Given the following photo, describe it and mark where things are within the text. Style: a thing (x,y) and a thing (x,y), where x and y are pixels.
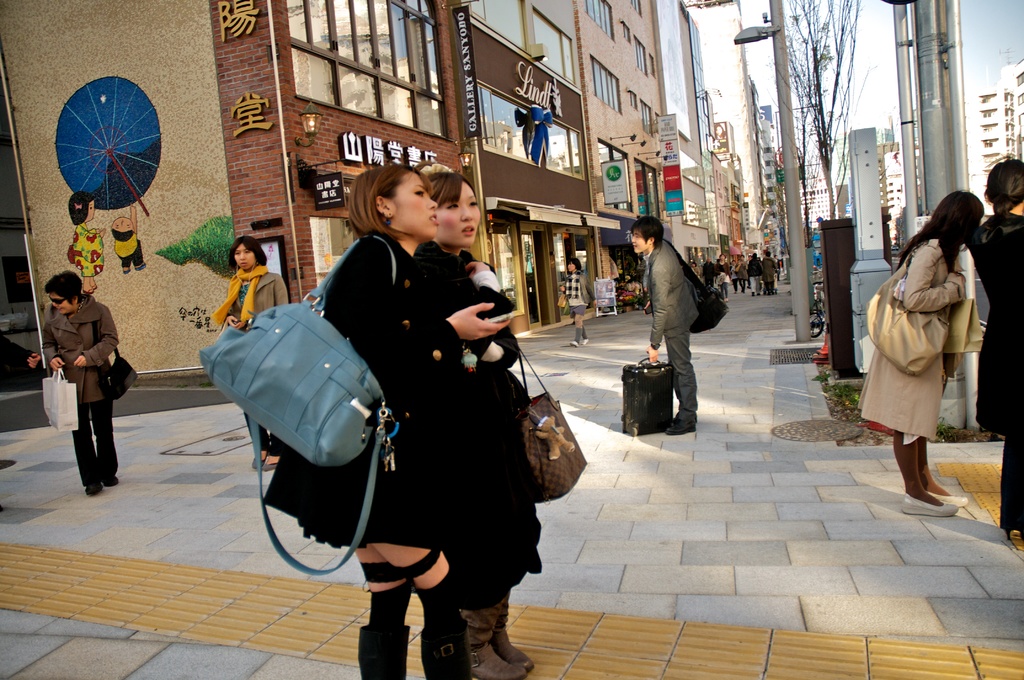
In this picture I can see few buildings (731,160) and trees (811,175) and few people (572,268) walking and few (914,383) are standing and few of them wore handbags (281,368) and I can see text (376,156) on the walls (428,144) of the building (515,104) and few boards (677,167) with some text (617,192) and I can see painting (112,218) on the wall (158,182) and I can see a trolley bag (627,422) on the floor (660,483) and few poles (919,84) and a clear sky (881,69).
